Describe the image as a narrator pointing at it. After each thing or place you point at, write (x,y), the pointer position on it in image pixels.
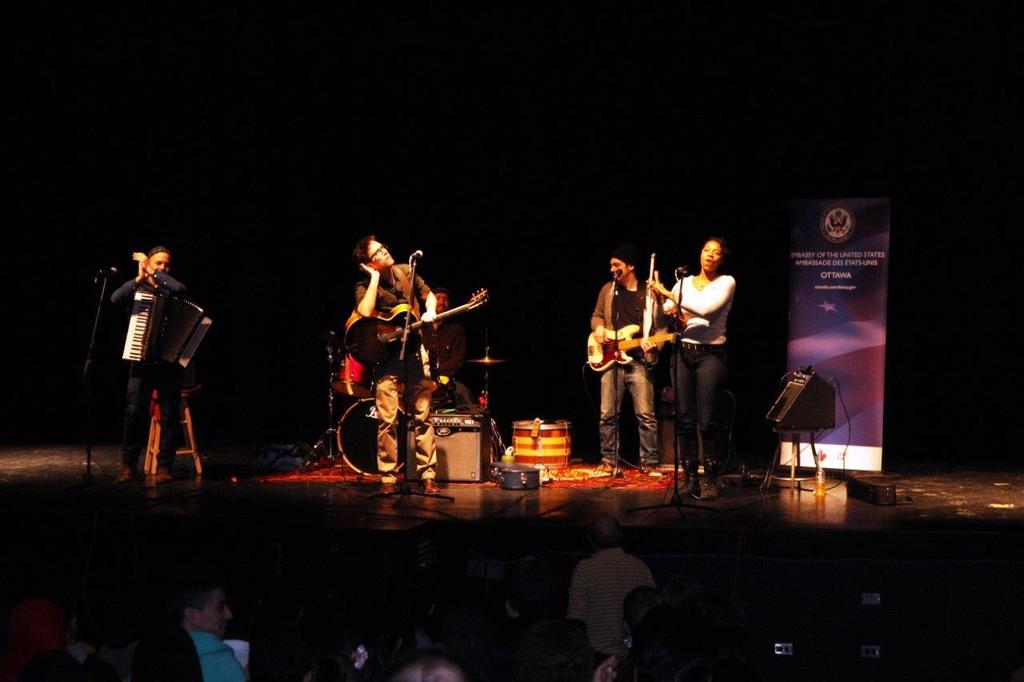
In the image I can see some people (672,295) who are playing some musical instruments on the dais (809,655) and also I can see some other people (618,610), speaker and some other things (840,425).
